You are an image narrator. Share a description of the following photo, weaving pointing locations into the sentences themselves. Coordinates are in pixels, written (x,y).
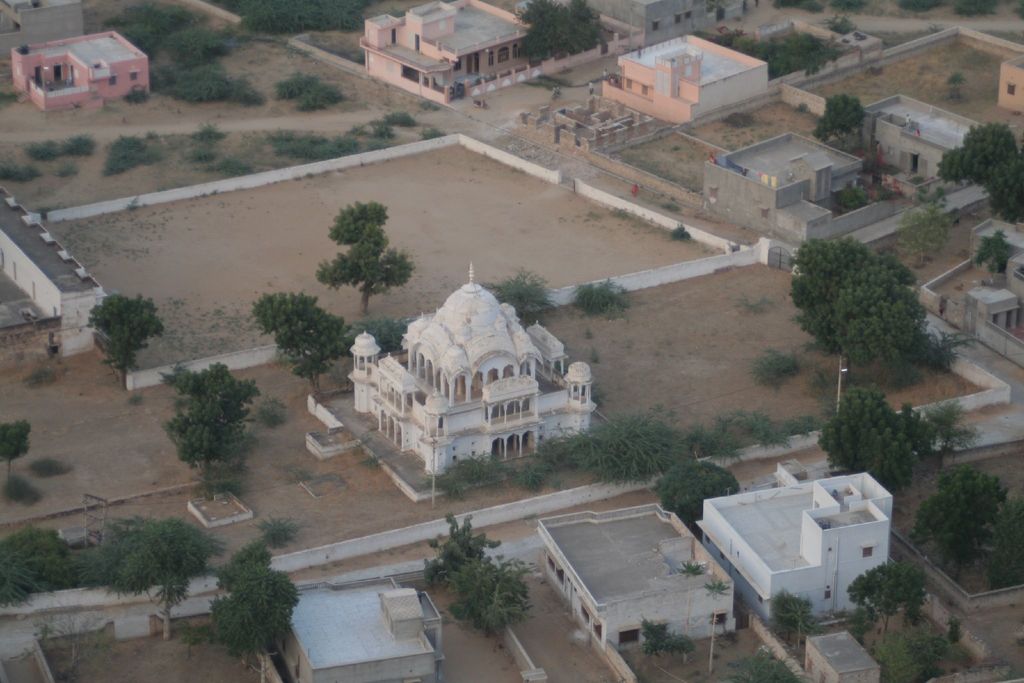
This image is taken outdoors. In this image there are many trees (196,387) and plants (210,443) on the ground (752,324). There are many houses (893,140) with walls (604,624), windows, roofs (349,603) and doors (453,89). In the middle of the image (384,393) there is an architecture (404,379) with walls (473,433), a dome (473,327), pillars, doors (492,438) and windows (416,368).
